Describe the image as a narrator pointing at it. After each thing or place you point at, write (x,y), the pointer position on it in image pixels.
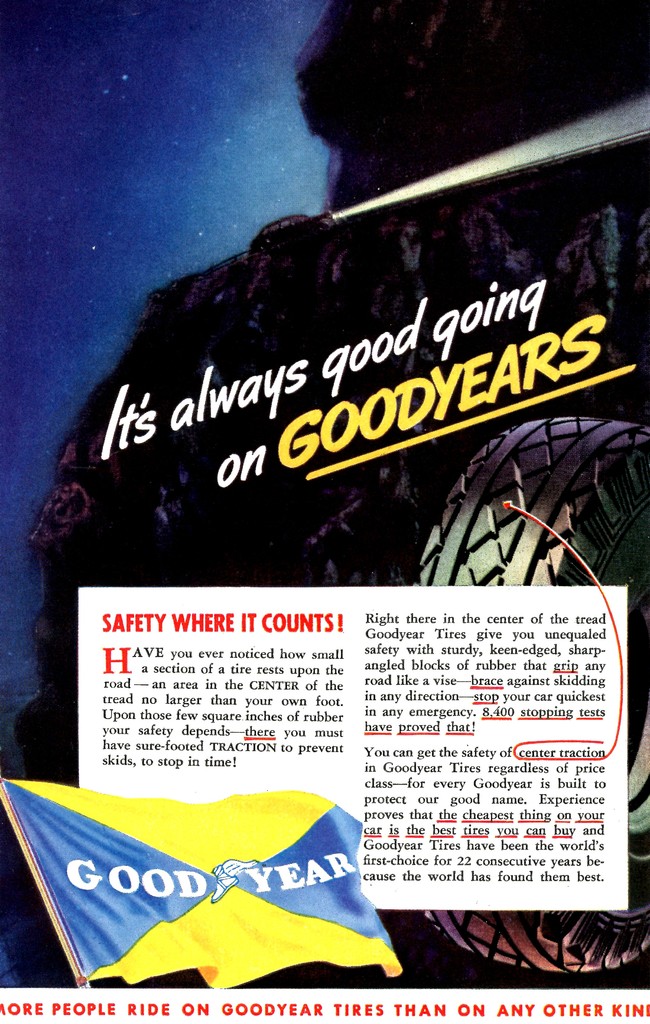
This image consists of a poster (359,573). In the middle (267,667) there is a flag (355,834), tire (522,539), light (430,185), text (459,390).
